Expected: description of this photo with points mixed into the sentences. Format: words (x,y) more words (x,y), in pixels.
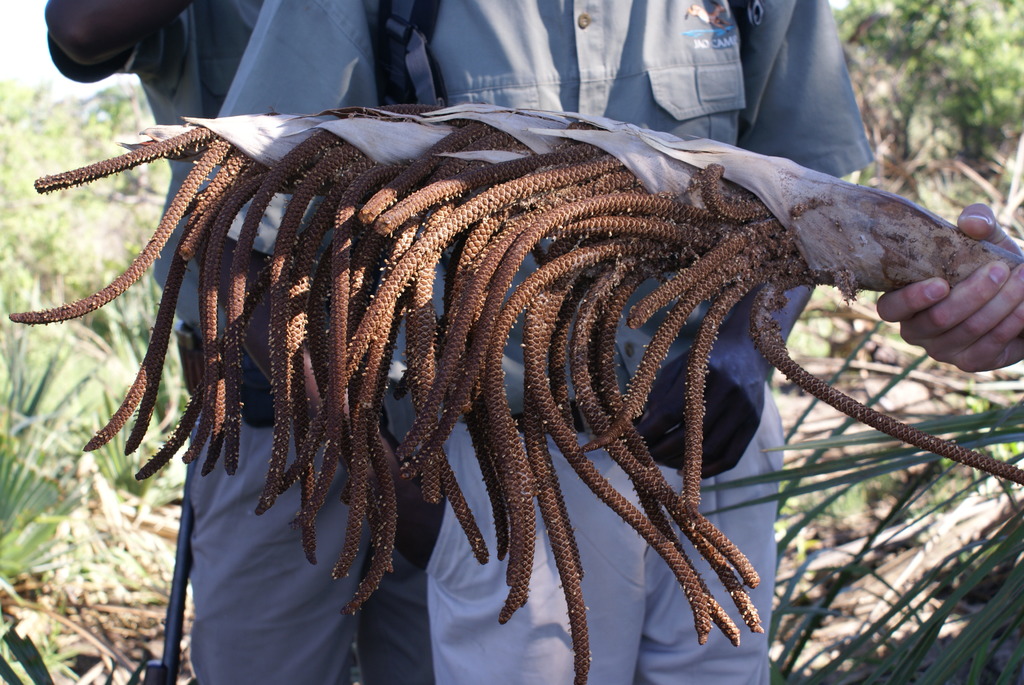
In the center of the image (664,419) we can see two persons (370,71) are standing and they are in the same costumes (726,22). On the right side of the image (923,300), we can see a human hand (955,290) holding some object (687,249). In the background (39,305), we can see plants (83,430).
